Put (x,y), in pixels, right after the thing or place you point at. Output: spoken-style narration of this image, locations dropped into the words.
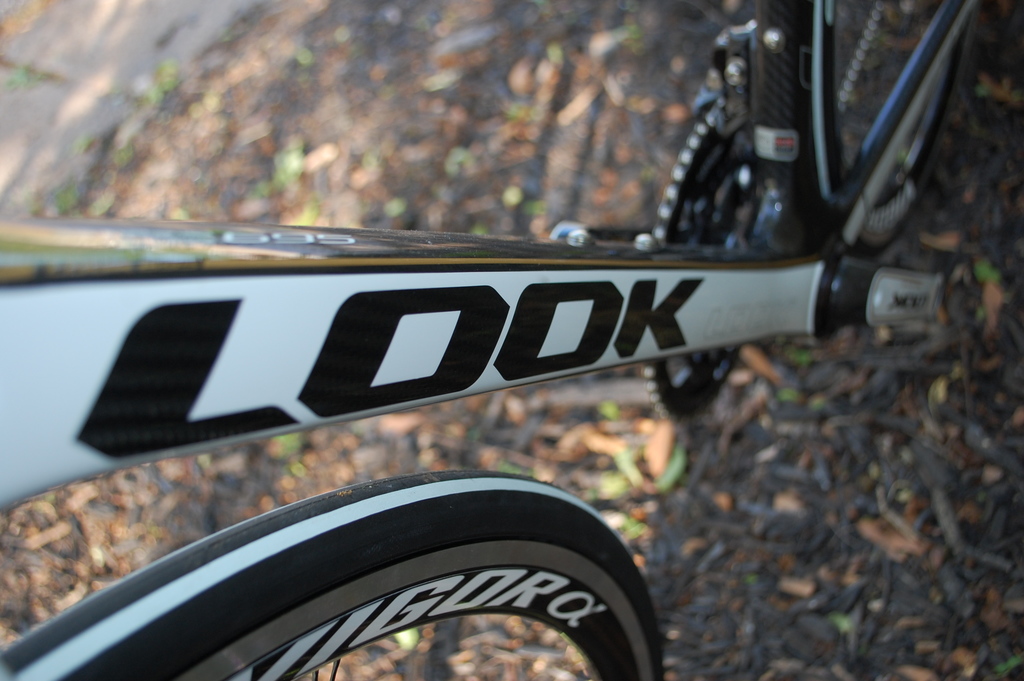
In the center of the image (490,375) we can see a cycle (490,375) with some text (588,362) on it. In the background (22,188), we can see it is blurred.
